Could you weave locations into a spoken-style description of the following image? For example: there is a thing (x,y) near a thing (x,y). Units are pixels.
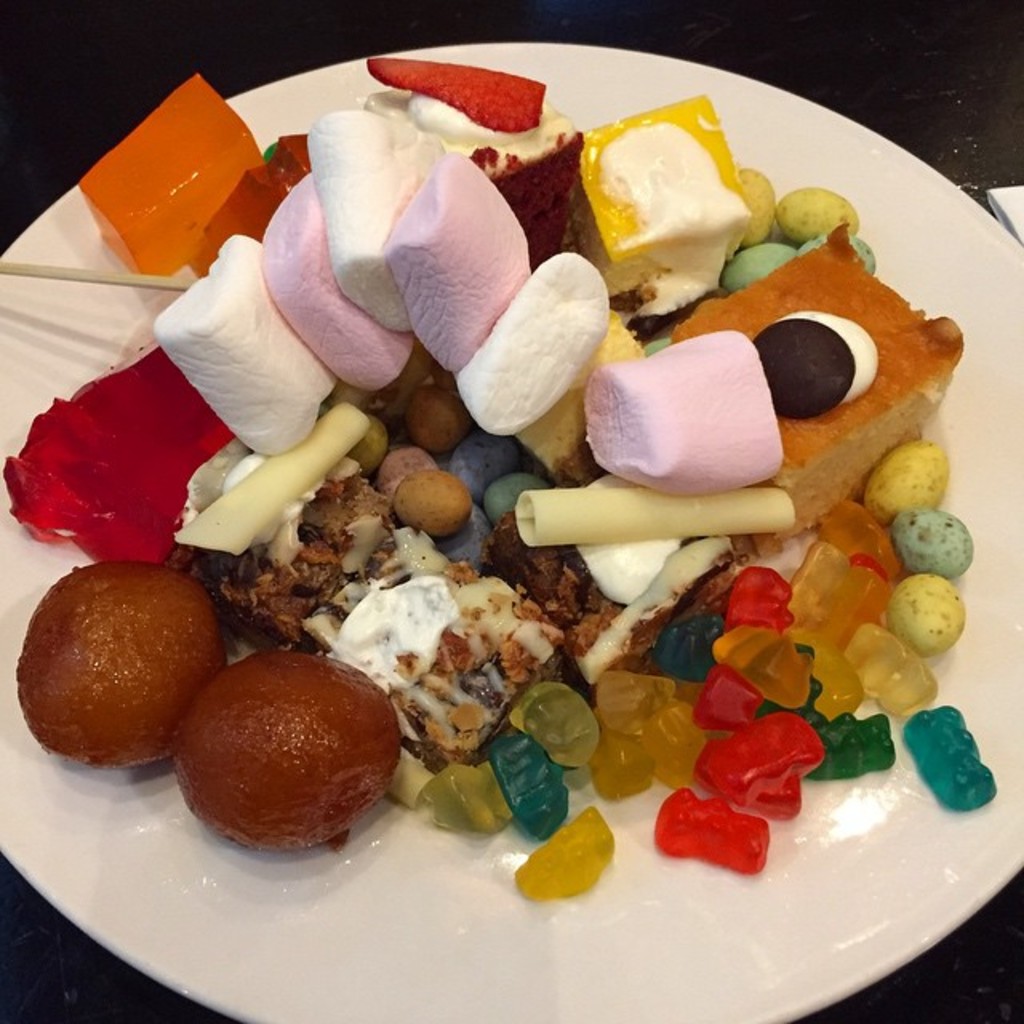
In the image there are jellies (823,603), marshmallow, cake (448,107), ice cream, gulab jamun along with some sweets (496,495) on plate (784,946), all are on table (60,966).
